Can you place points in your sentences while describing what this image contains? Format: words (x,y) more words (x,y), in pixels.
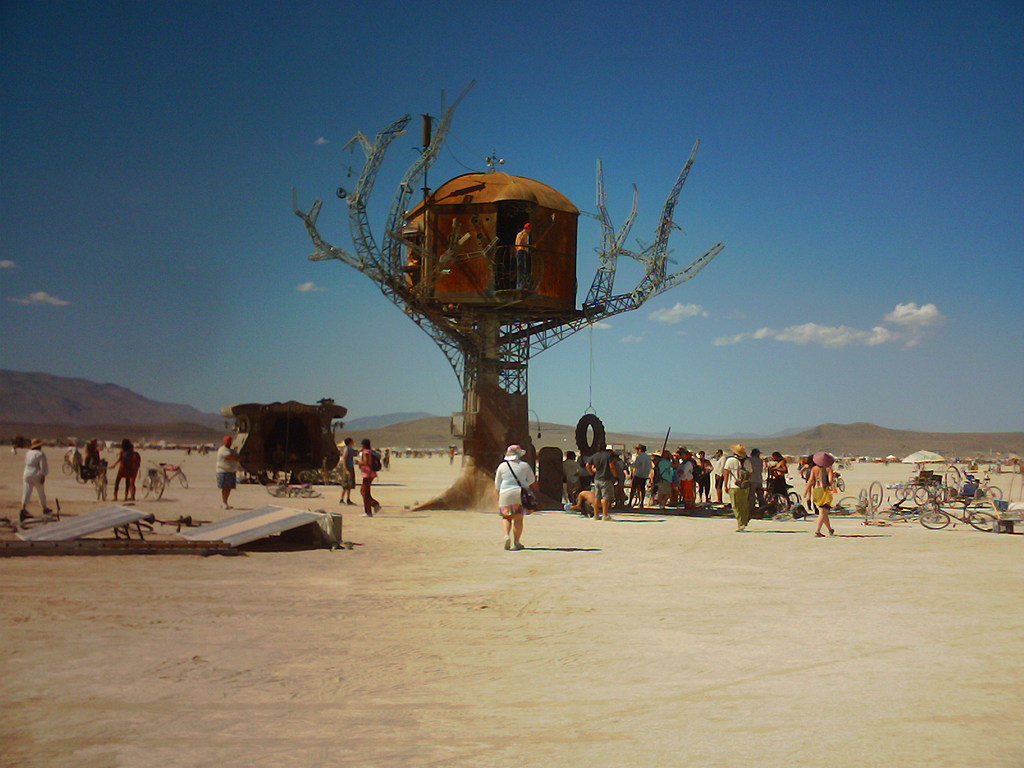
In this image I can see group of people (827,511), some are standing and some are walking and I can also see few bicycles (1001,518). In the background (602,314) I can see the tree house (532,349), the mountains (67,387) and the sky (700,325) is in blue and white color.
